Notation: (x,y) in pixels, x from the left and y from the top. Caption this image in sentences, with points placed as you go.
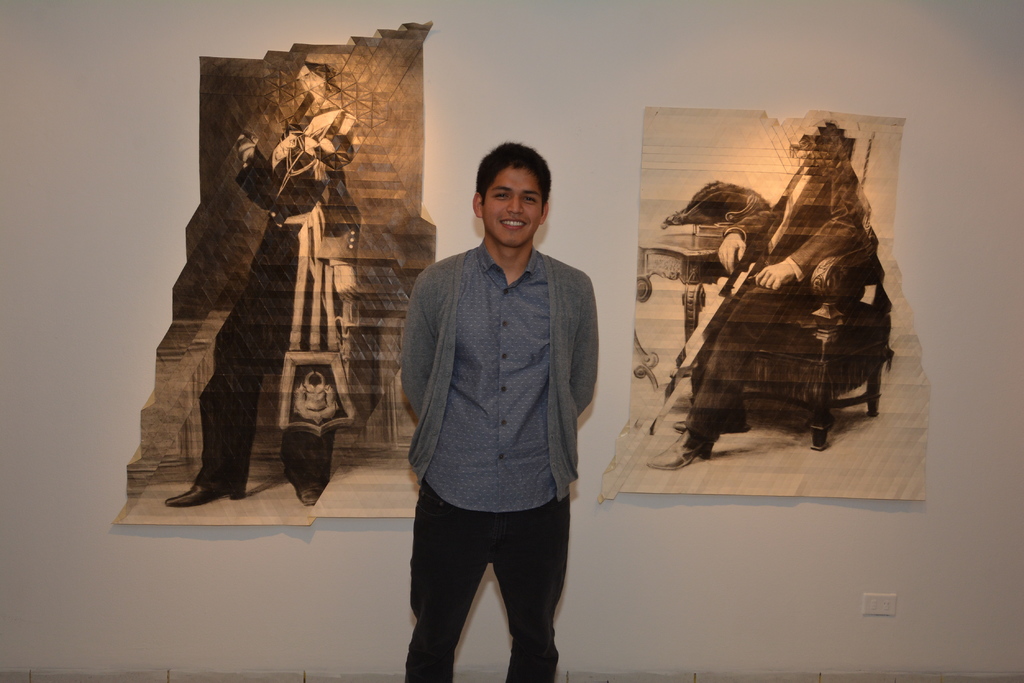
This picture shows a man (511,270) standing with a smile on his face (521,233) and we see couple of posters (390,216) on the wall (933,113) and wall (349,605) is white in color and man (481,335) wore a blue shirt (488,400) and a coat (560,473) on it.
